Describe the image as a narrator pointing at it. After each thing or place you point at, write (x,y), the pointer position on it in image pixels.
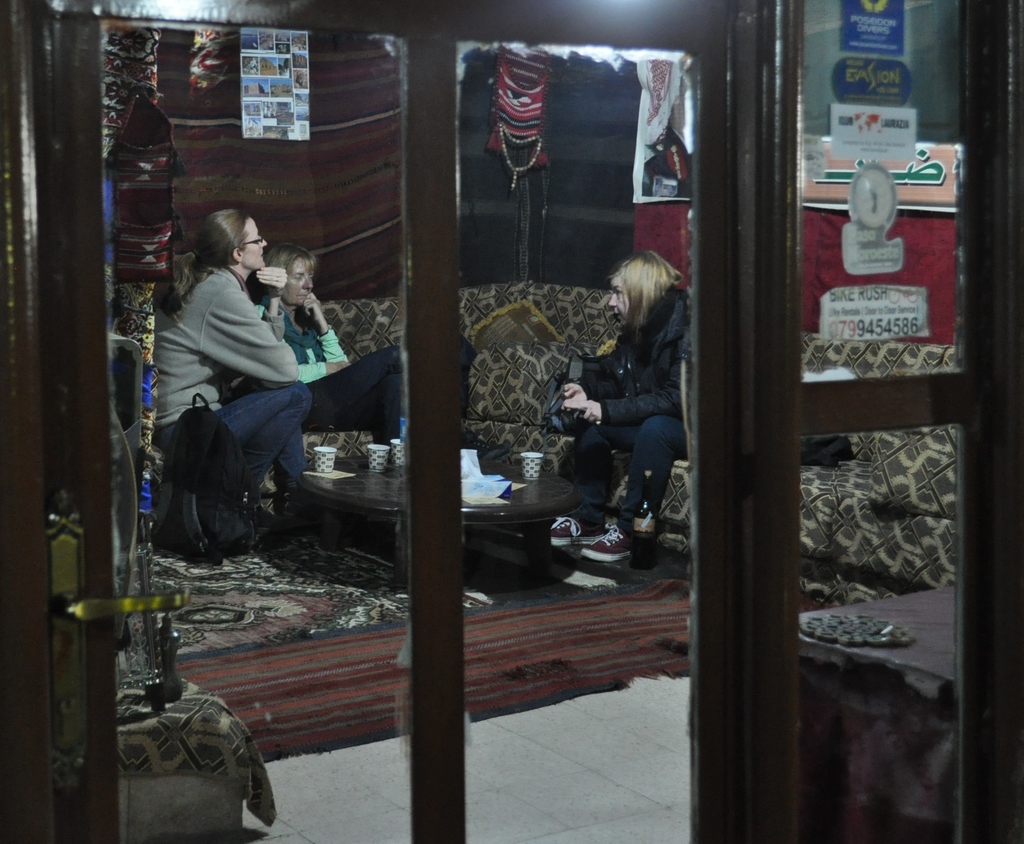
In the foreground (410,270) there is a glass door (430,237) through which we can see the inside view of a room (234,371). Inside the room (486,397) there are three persons (281,330) sitting on a couch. In front of these people (249,436) there is a table (552,491) on which few glasses (396,460) and some other objects (484,483) are placed. On the floor (520,645) there is a mat (315,652). On the right side (865,645) there is a table (844,682). In the background (665,163) there are few posters (297,102) attached to the wall (613,147) and there is a curtain (578,123).
